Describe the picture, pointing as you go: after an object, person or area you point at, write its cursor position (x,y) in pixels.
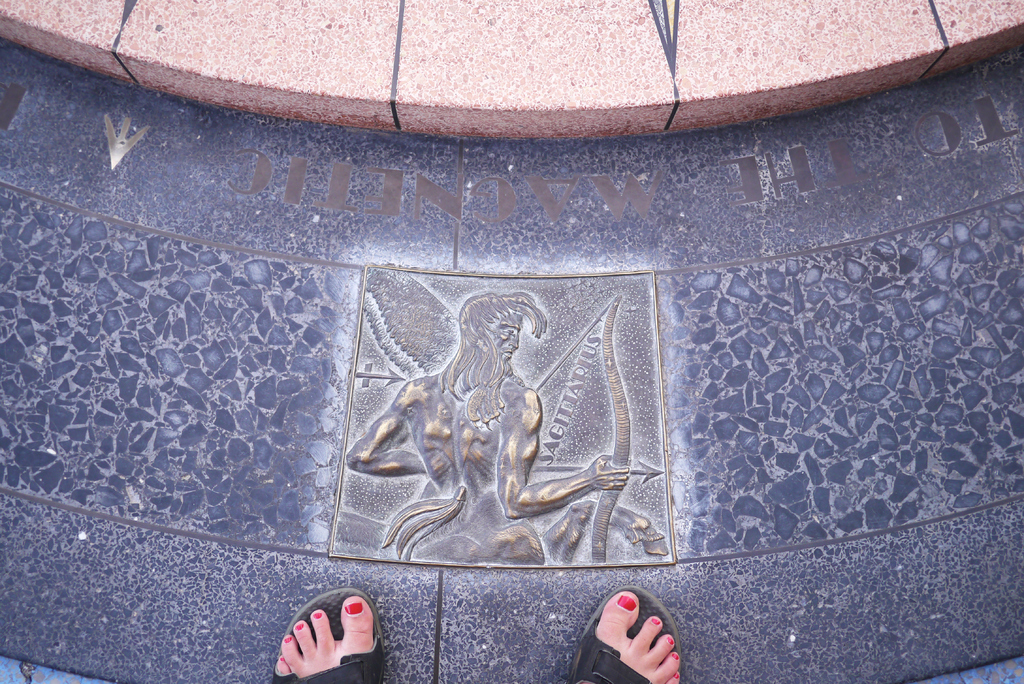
In this picture we can see a person (355,626) is standing in front of the carving art (508,401).
